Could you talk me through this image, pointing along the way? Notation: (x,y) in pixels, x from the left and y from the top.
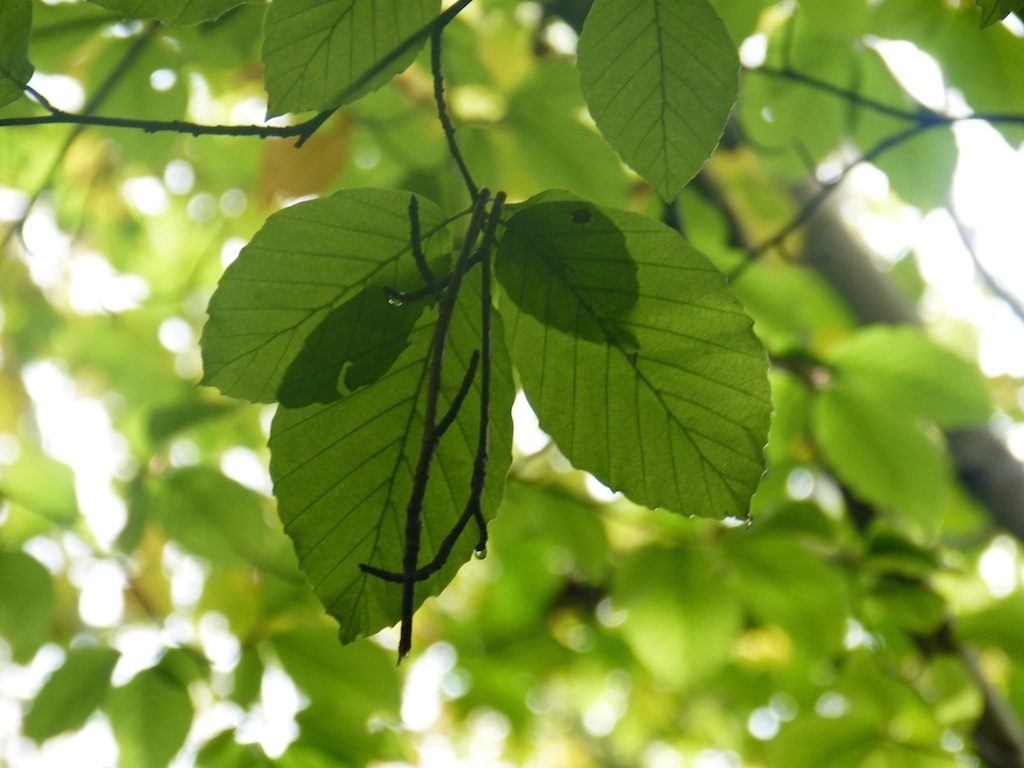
In this image I can see trees (624,295) and the sky (52,251). This image is taken may be during a day.
